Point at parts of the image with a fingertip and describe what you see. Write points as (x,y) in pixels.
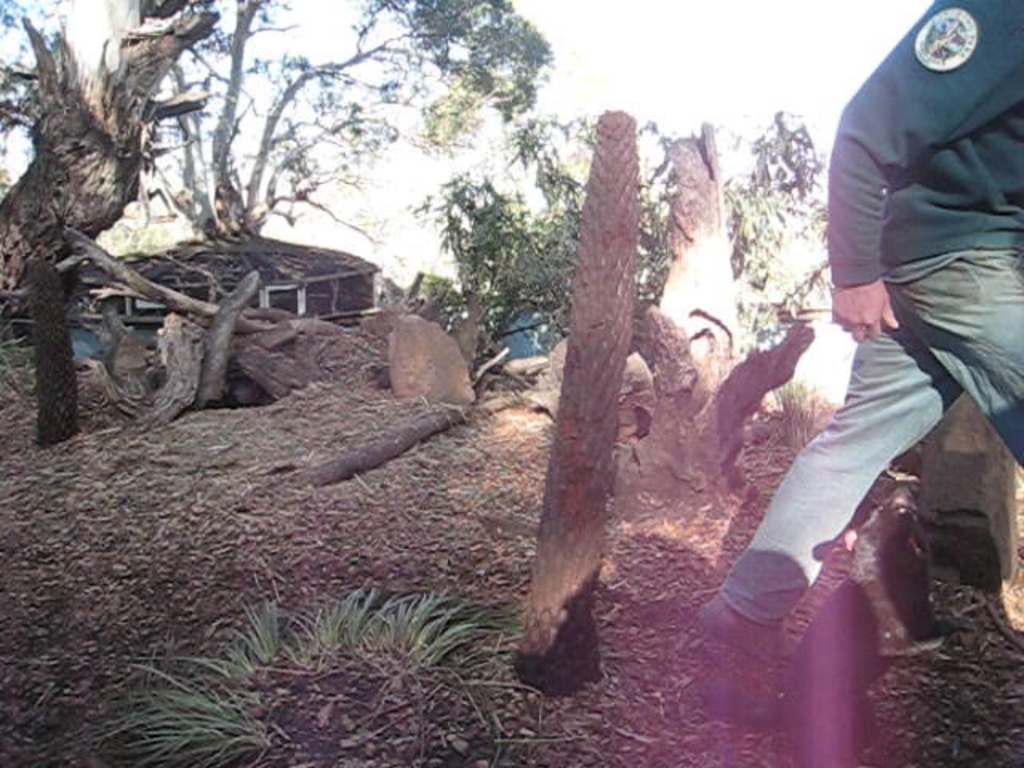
In this image there is a person (873,366) walking, behind him there are a few trees (17,210) and wooden branches (432,417) on the surface (333,509). In the background (712,64) there is the sky (712,64).
